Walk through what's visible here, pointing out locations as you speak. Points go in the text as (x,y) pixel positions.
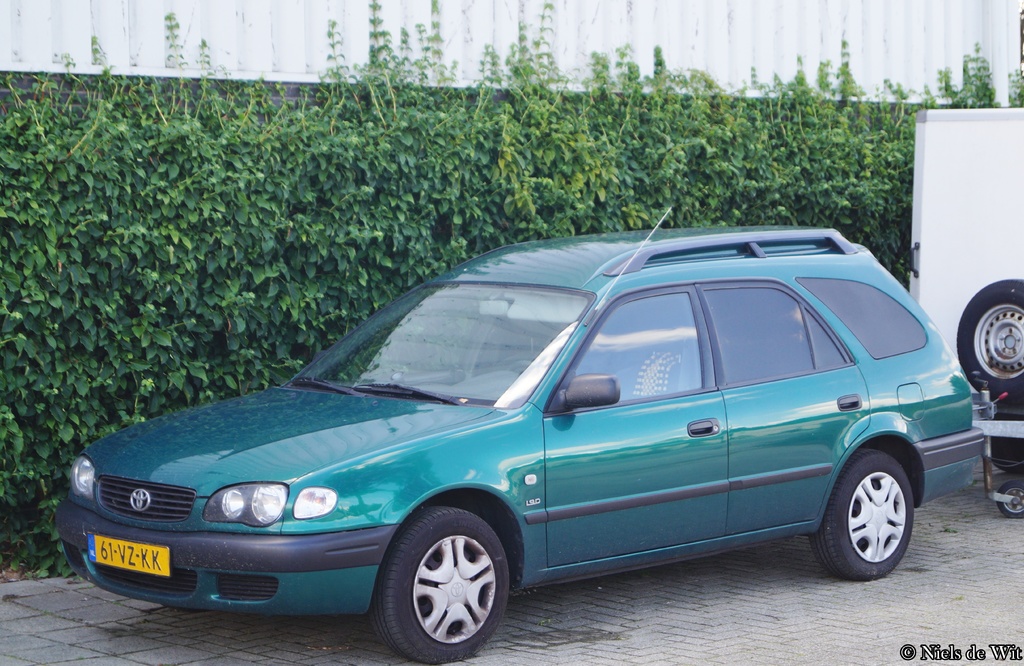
In this image I can see a car (552,446) which is green and black in color on the road (724,648) and another vehicle (948,285) which is white in color behind it. In the background (314,179) I can see few trees (186,208) and the white colored surface (694,53).
